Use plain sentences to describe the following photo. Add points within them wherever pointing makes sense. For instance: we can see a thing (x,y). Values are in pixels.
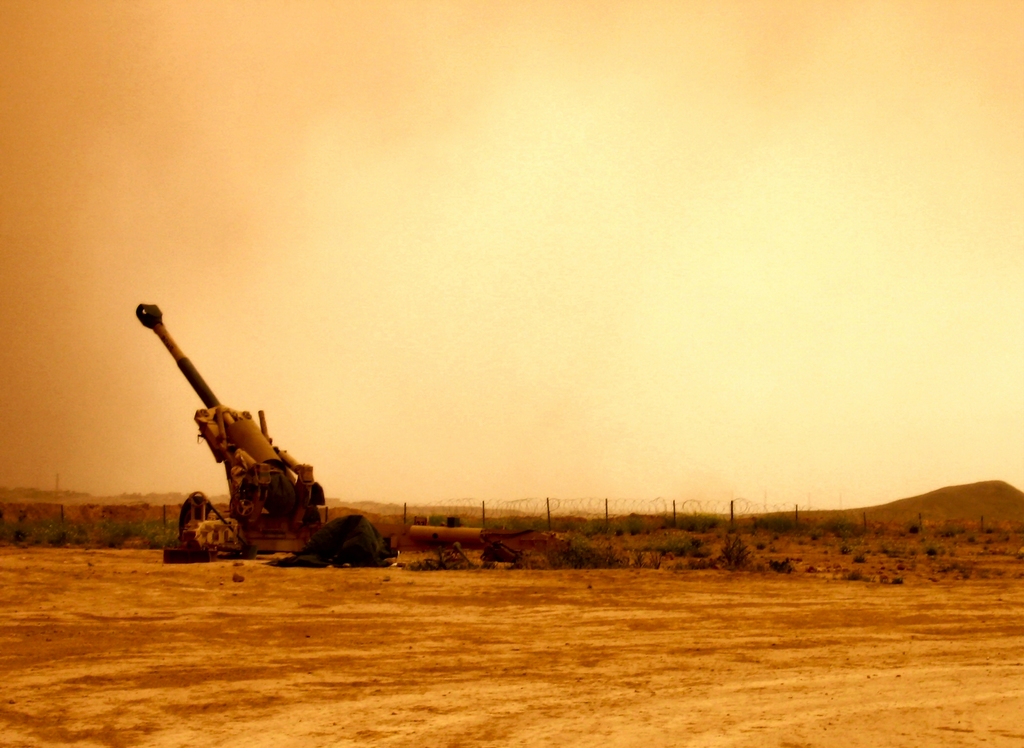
In the picture we can see a ground surface (170,652) and on it we can see an army weapon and behind it, we can see fencing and behind it we can see hills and sky (524,474).
